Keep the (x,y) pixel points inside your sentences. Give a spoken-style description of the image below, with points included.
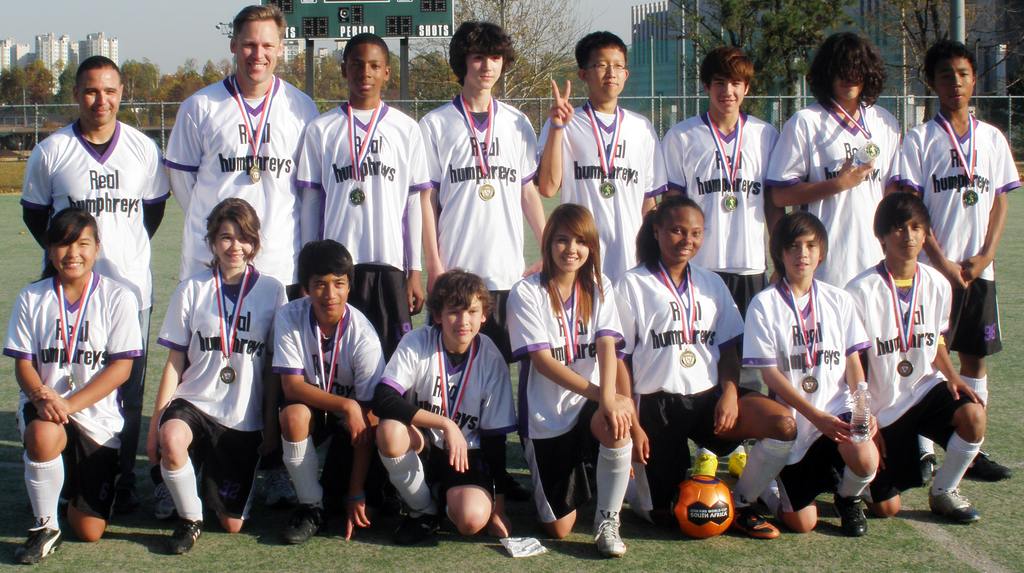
In this image there are group of football players (606,398) posing for the group pic. All the players (442,227) are having a gold medal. In the background (417,20) there is a scorecard (393,30). On the left side (27,45) top corner there are buildings (72,60) in the background (73,48). Below the scoreboard (329,23) there is a fencing (162,116).
